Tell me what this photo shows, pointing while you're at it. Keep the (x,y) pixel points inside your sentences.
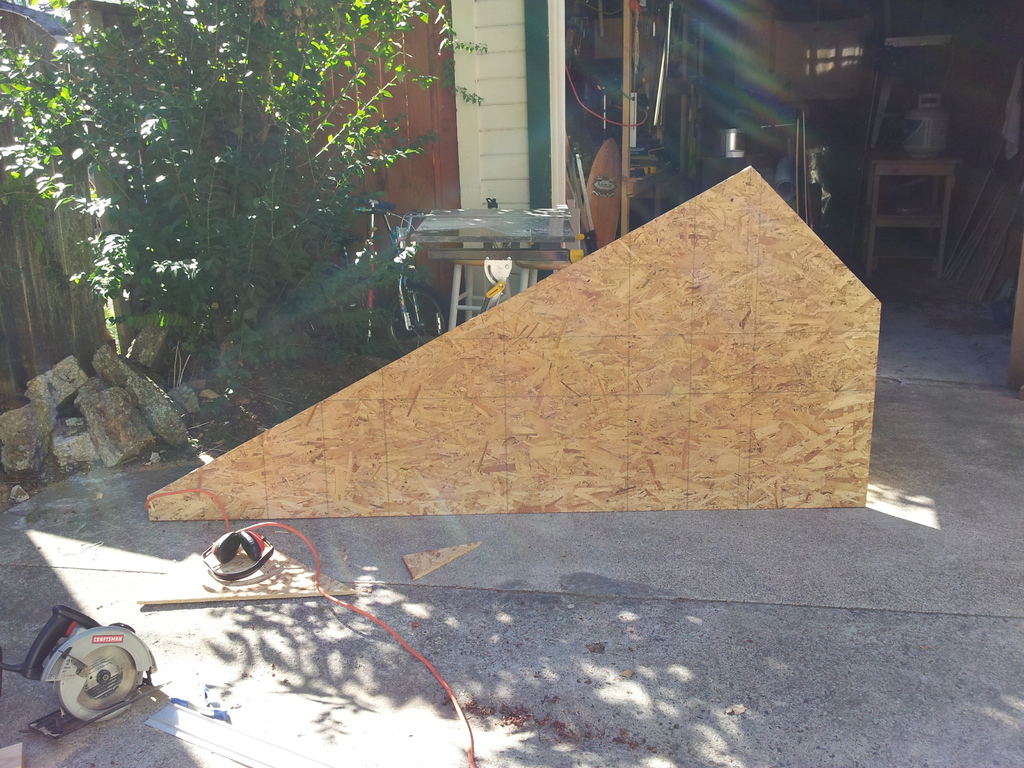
In this image there is a floor (956,451), on that floor (291,544) there are machines (86,681) and a wooden plank (358,386), in the background (258,121) there is a plant (261,252) and a shed (894,82), in that shed (907,88) there are few objects (899,152).
